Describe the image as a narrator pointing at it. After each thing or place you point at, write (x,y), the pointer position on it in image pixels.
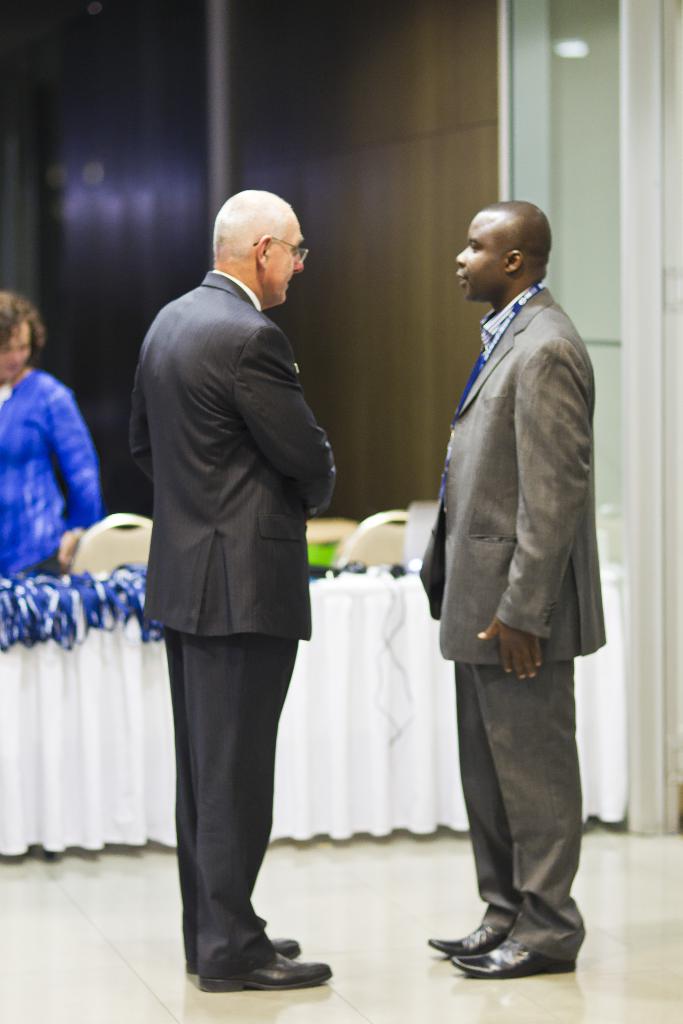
In the center of the image (441,382) there are two people (188,563) standing wearing suits (471,594). In the background of the image (11,478) there is a lady (59,542). There is a table (363,576) with white color cloth (8,664). There are chairs (114,559).
